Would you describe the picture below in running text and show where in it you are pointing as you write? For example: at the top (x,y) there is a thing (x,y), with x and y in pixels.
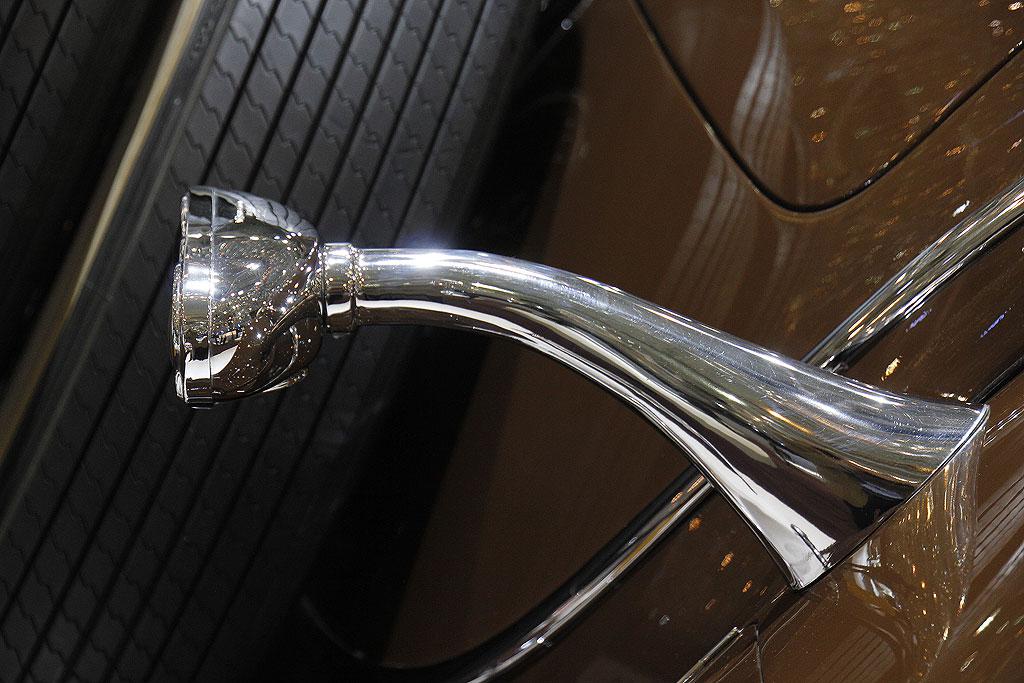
In this image there is a car (516,352) and we can see a metal object (843,462) on the car (850,588) and there is a tyre (275,144) which is black in colour.
